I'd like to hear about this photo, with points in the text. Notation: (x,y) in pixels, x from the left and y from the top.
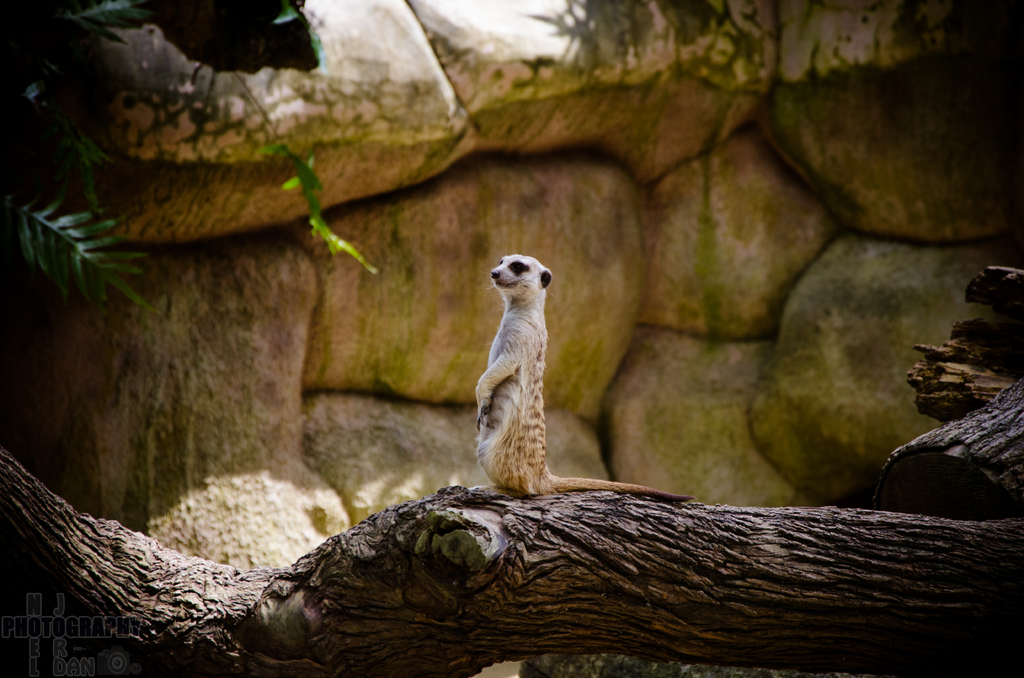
In this picture I can see there is a animal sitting on the trunk (562,546) of tree (777,609) and in the background (679,341) there are some rocks (162,197) and plants (88,133).
